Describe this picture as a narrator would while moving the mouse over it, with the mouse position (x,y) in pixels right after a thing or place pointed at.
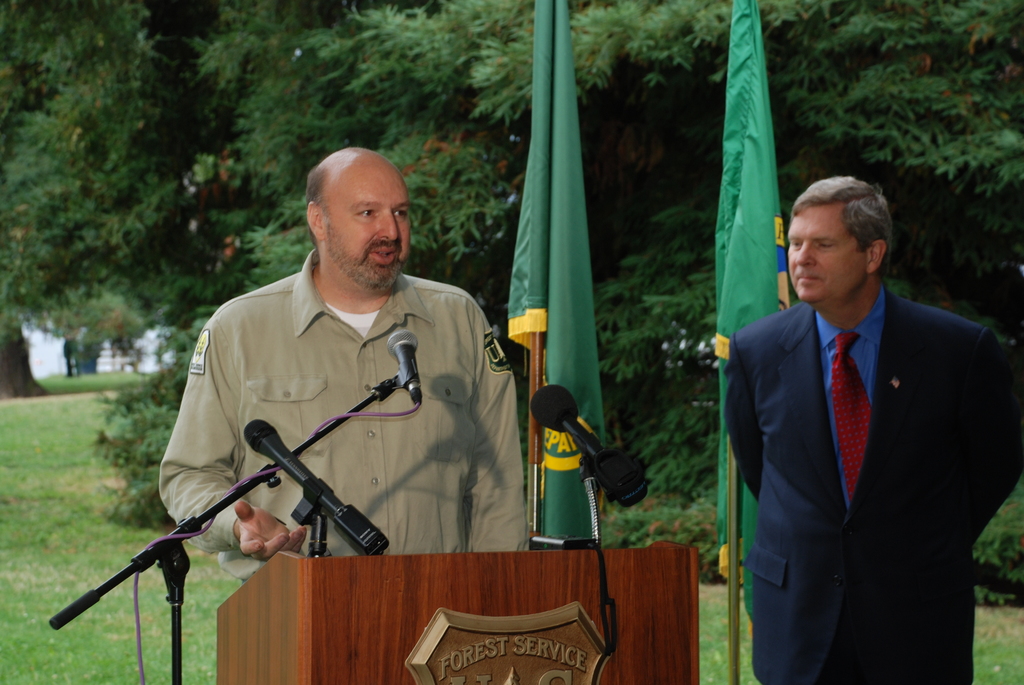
In this image there is a person (351,367) standing, in front of him there is a table (504,643) and there are mics (413,357), beside him there is another person (791,358) standing, behind them there are flags (775,253) and trees (669,227).
